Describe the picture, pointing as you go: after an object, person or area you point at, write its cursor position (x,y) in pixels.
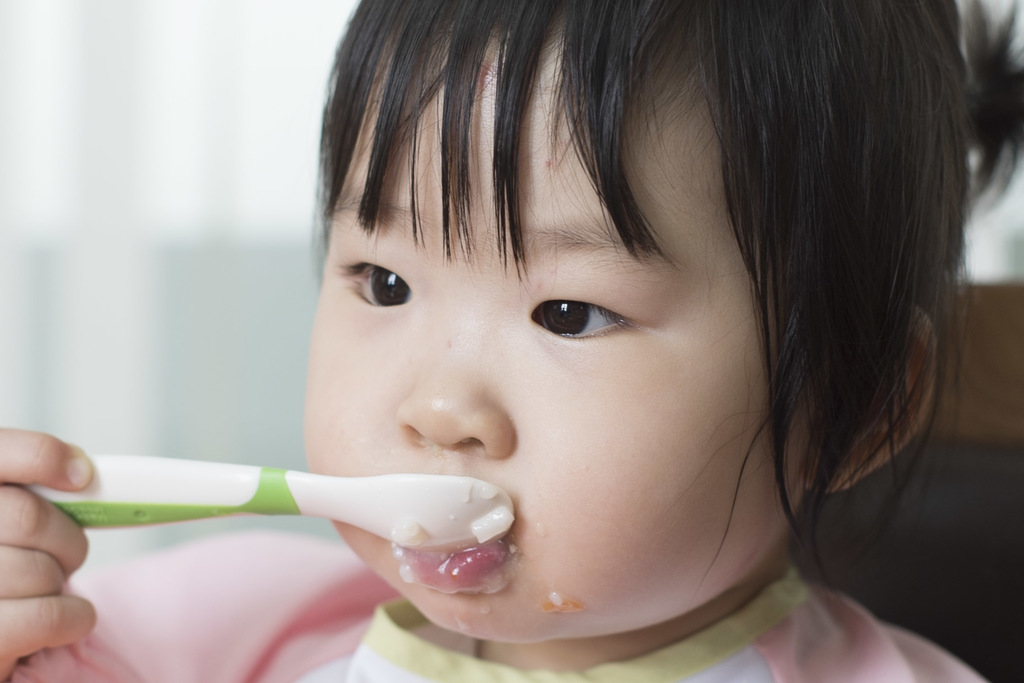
in this picture we can see a baby (374,160) eating food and holding a spoon (288,485) in her hand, and at back (196,311) there is the wall (165,319).
